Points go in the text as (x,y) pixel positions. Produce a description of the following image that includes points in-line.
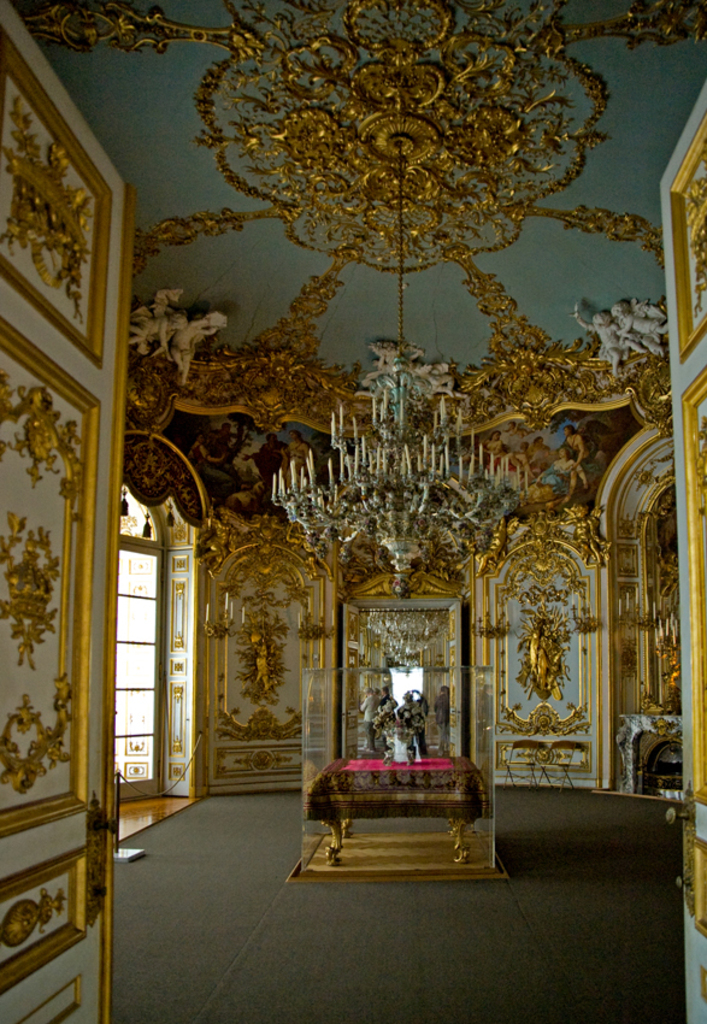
In this image we can see designed ceiling (375,306), design walls (579,665), designed doors (62,204) and floor (209,903) with carpet (139,873). Middle of the room (505,885) there is a glass box (431,722). In that glass box (412,849) there is a table (397,789) and an object (402,731). Far we can see people (375,694).
